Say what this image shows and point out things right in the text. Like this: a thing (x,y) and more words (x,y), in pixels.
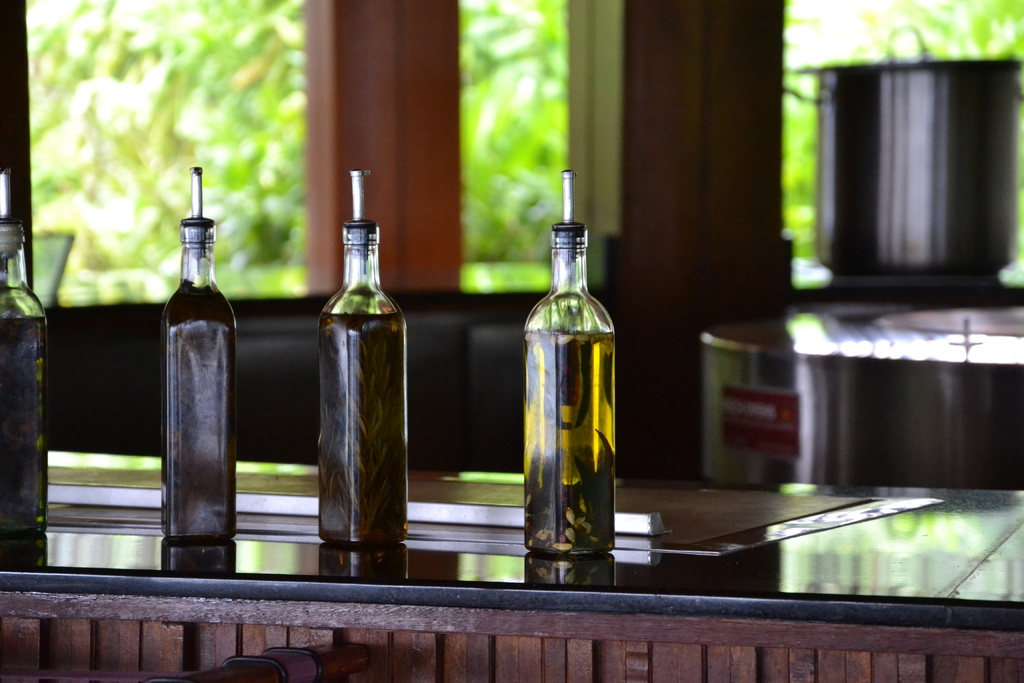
This picture shows a four bottles (18,338) placed on the table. In the background (869,172) there is a dish (861,201), pillars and trees (470,114) here.
